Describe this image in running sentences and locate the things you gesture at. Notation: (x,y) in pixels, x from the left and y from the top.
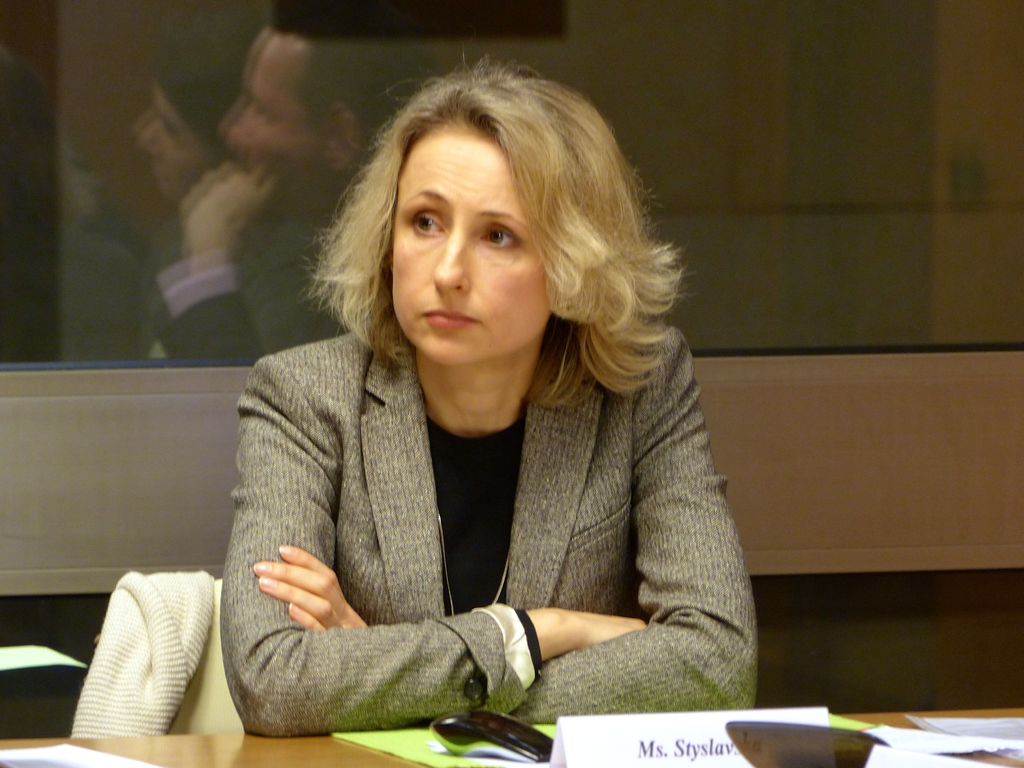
In this image I can see a woman (413,471) wearing a suit (342,556), sitting and looking at the left side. In front of this woman (416,627) there is a table (194,742) on which a name board (650,750), papers (518,758) and some other objects (824,756) are placed. Beside this woman (290,652) there is a cloth (162,686). In the background (601,84) there is a glass (373,133) on which I can see is the reflection (239,152) of a person (252,139).
